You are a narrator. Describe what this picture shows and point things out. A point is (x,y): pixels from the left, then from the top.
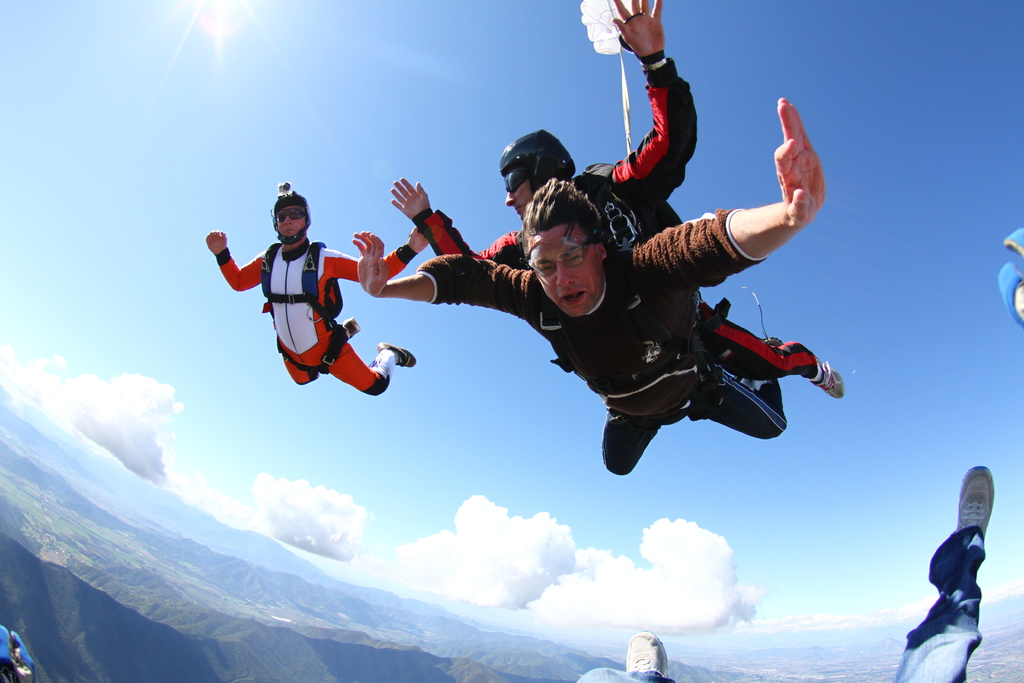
In this image we can see these people (930,571) are skydiving in the air (912,290). Here we can see the hills (774,648) and the sky (120,283) with clouds (812,619).
